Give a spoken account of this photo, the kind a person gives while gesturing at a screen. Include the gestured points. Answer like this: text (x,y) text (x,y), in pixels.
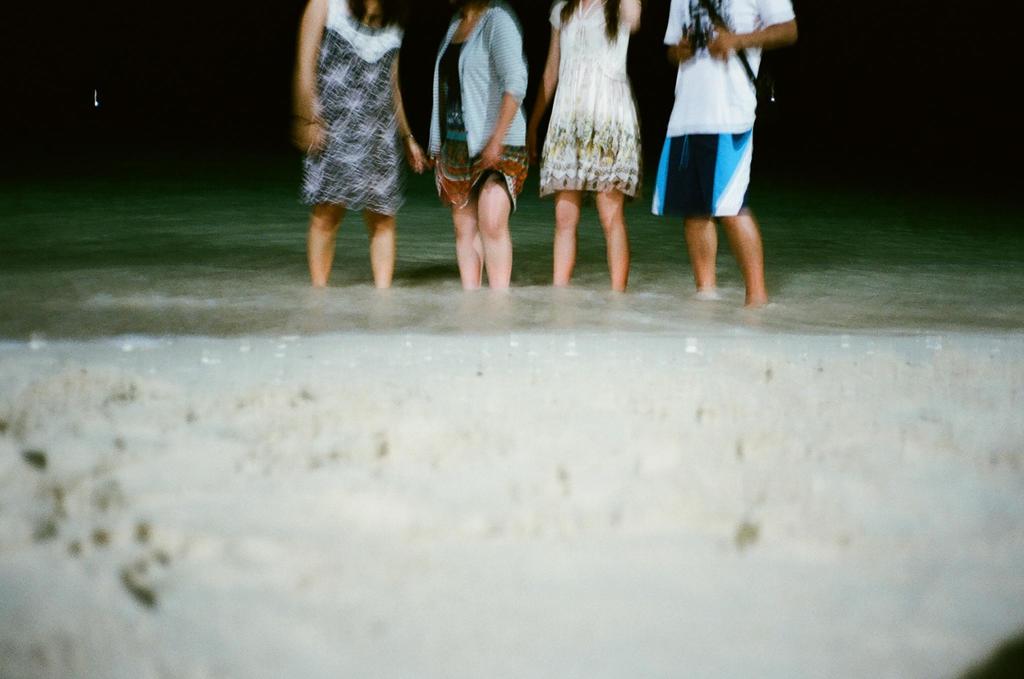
In this image I can see four persons (759,12) are standing in the water (237,263). This image is taken may be in the water (111,289) during night.
